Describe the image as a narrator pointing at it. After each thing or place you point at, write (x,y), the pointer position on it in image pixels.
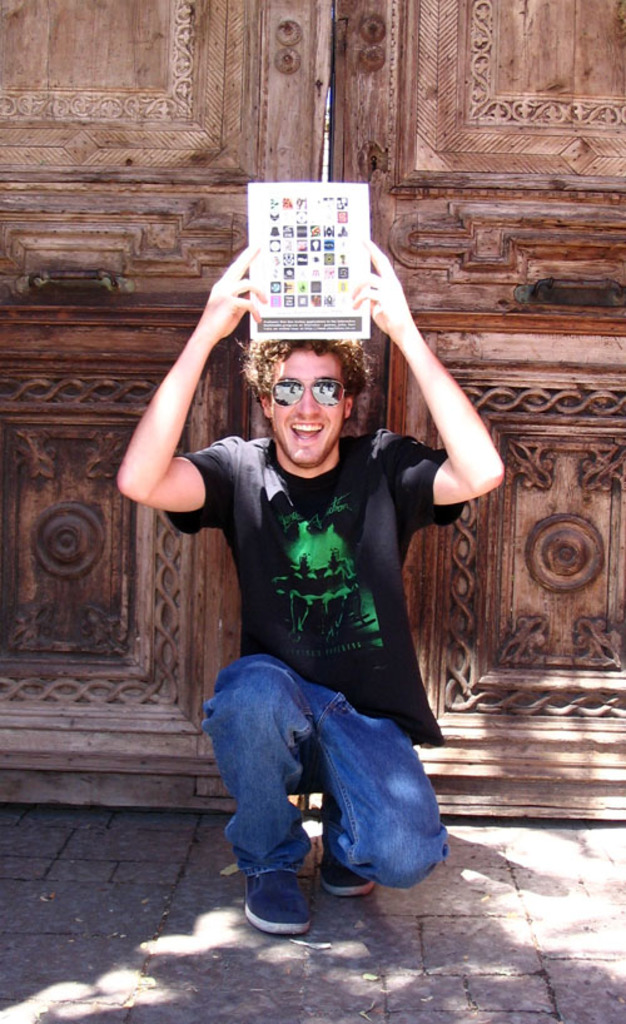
In this image we can see a man (293,687) wearing black T-shirt (343,670), blue jeans (337,815), shoes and glasses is smiling and is in the squat position while holding an object (346,239) on the top of his head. In the background (576,687), we can see the wooden doors (265,33).
